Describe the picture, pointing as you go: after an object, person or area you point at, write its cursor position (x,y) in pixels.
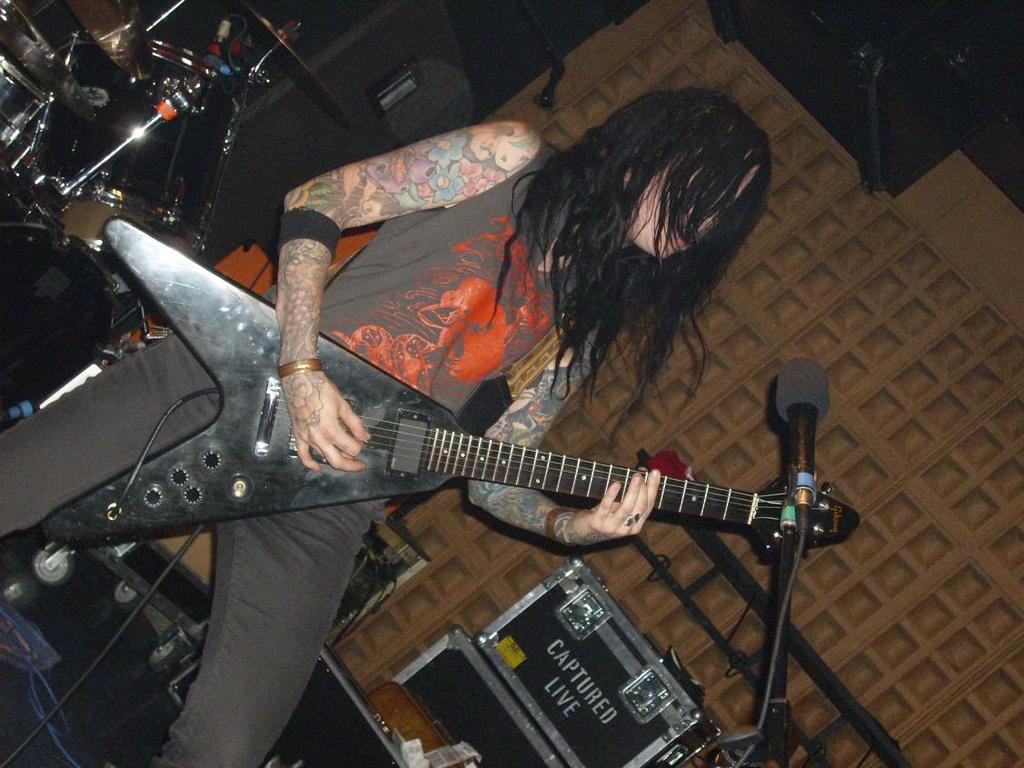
In the picture a person (589,338) with long hair (594,312) is holding the guitar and there is a mike (781,399) in front of him, beside the person (446,337) there are drums (44,50) behind him there are another boxes (523,643) in the background (827,366) there is a wall (829,299).
